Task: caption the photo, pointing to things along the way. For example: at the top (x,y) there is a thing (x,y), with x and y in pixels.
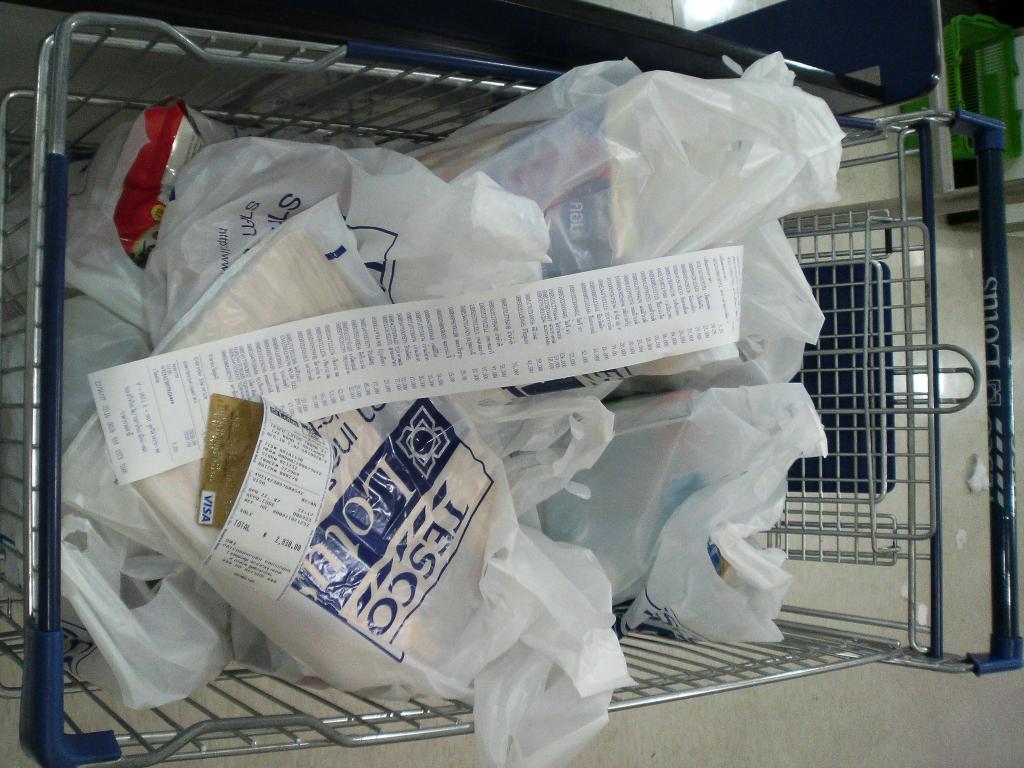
In this picture, we see a trolley (496,393). In this trolley (806,374), we see many plastic covers (409,454) containing items (636,608). We even see bill (629,305) placed in the trolley (496,492). In the right top of the picture (989,51), we see a basket (1001,60) in green color. This picture might be clicked in the supermarket (936,97).
